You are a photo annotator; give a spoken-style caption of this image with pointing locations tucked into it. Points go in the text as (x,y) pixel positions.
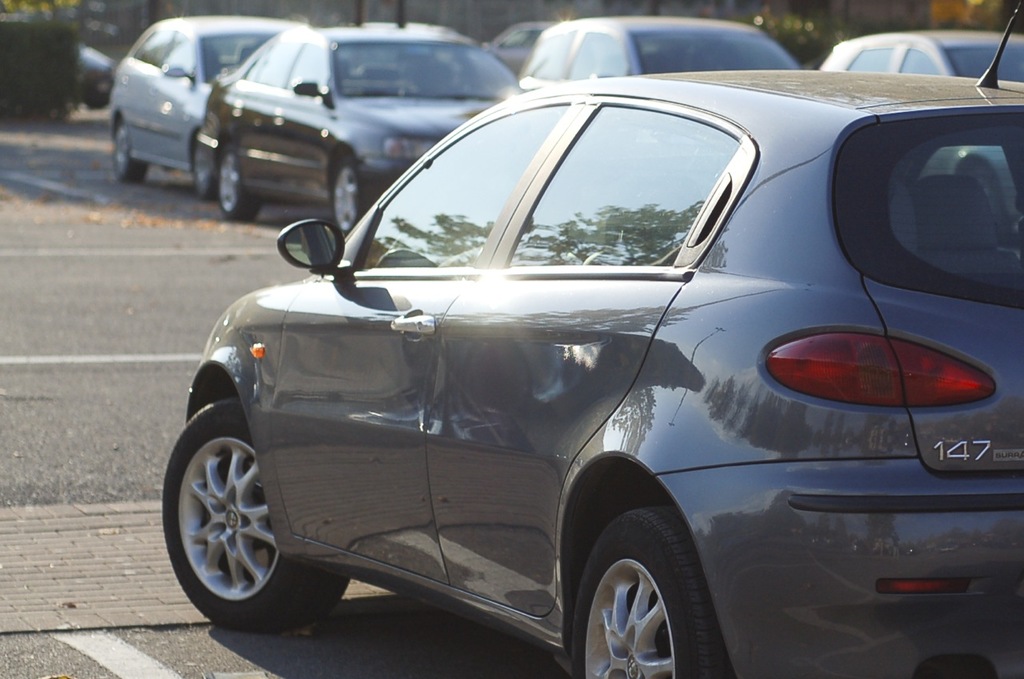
In front of the image there are cars (380,268) on the road (240,259). In the background of the image (837,26) there are plants (976,26).
